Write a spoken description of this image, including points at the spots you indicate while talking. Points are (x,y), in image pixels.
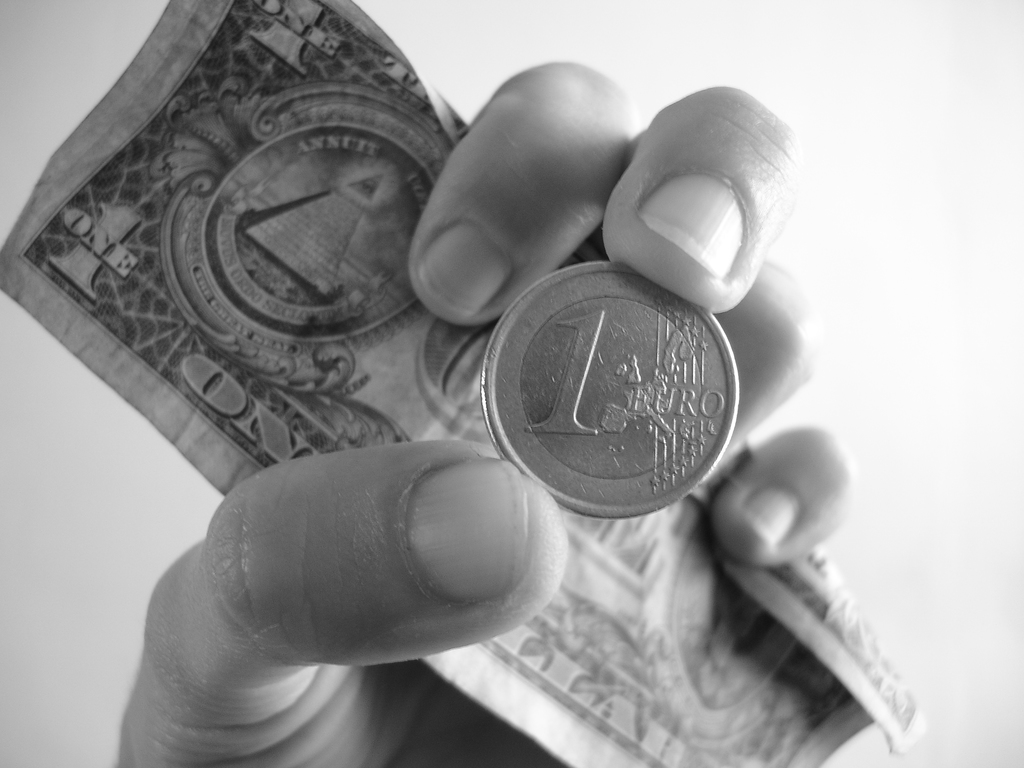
In this picture I can see a human hand (539,537) holding a coin (653,354) and a dollar note (403,368) and I can see a plain background (951,165).
